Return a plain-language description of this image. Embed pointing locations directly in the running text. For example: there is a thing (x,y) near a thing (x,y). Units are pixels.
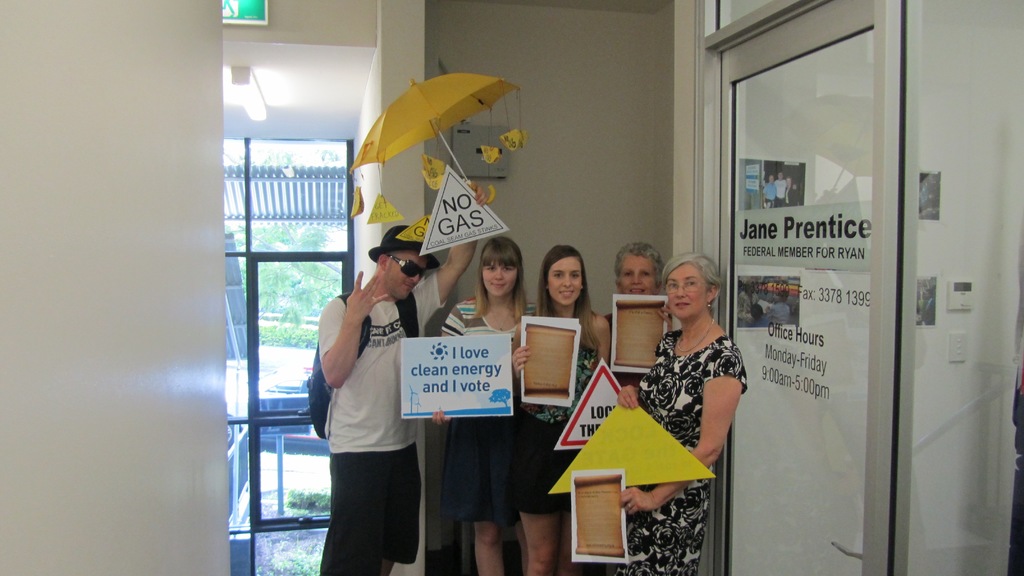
In this image I can see five persons (396,333) are standing on the floor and are holding boards (570,444) and an umbrella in hand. In the background (294,395) I can see a wall (390,167), doors (722,210), posters (773,196), text (852,236), grass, trees (292,245), some objects (262,404) and so on. This image is taken may be in a hall (30,449).
